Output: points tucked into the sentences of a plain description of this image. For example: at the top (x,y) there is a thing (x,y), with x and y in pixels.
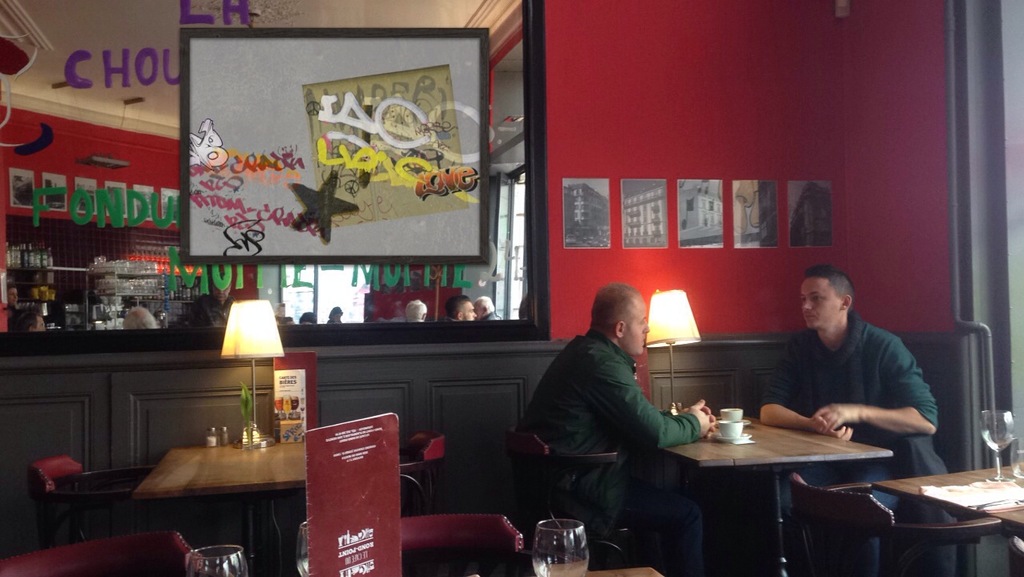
On the background (731,161) we can see wall (889,130), posters (688,209). through glass (510,196) we can see bottles (44,265), other persons (217,305) sitting on chairs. This is a table lamp (251,331), menu card (294,407), chairs (67,467). On chairs (517,436) we can see two men (862,398) sitting in front of a table (782,451) and on the table (744,452) we can see cups (737,428), saucers (739,433) and glasses (994,432).
